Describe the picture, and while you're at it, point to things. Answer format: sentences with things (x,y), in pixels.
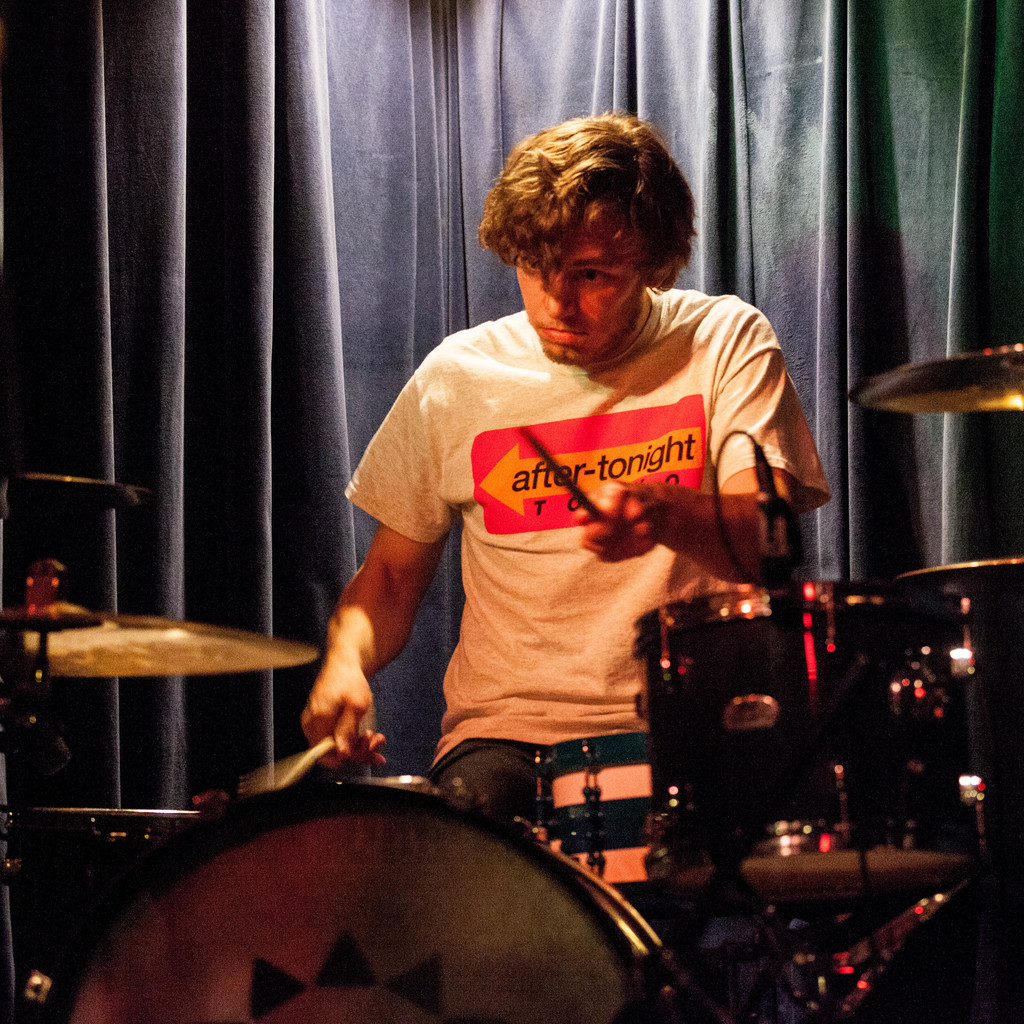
In this image we can see a man (751,561) playing the drums (820,781) holding the sticks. We can also see a curtain (202,526).
